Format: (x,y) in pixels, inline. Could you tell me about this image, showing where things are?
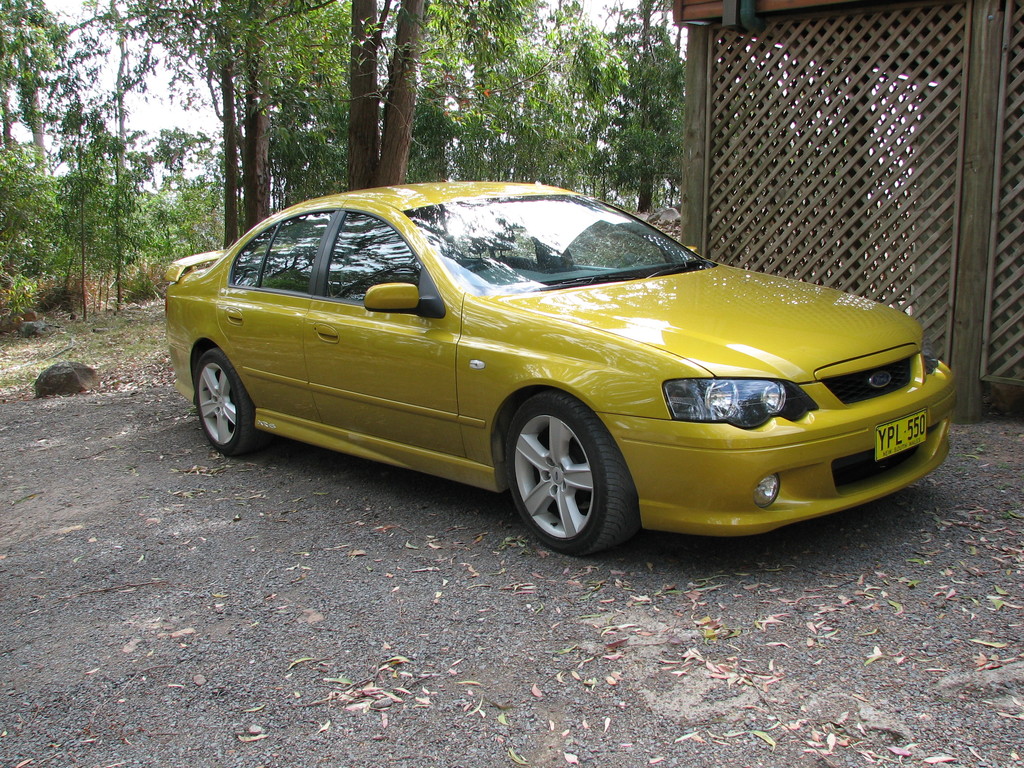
In this image I can see the yellow color car (462,359). To the side I can see the wooden shed (786,198). In the background (524,96) I can see many trees (78,199) and the sky (96,110).
